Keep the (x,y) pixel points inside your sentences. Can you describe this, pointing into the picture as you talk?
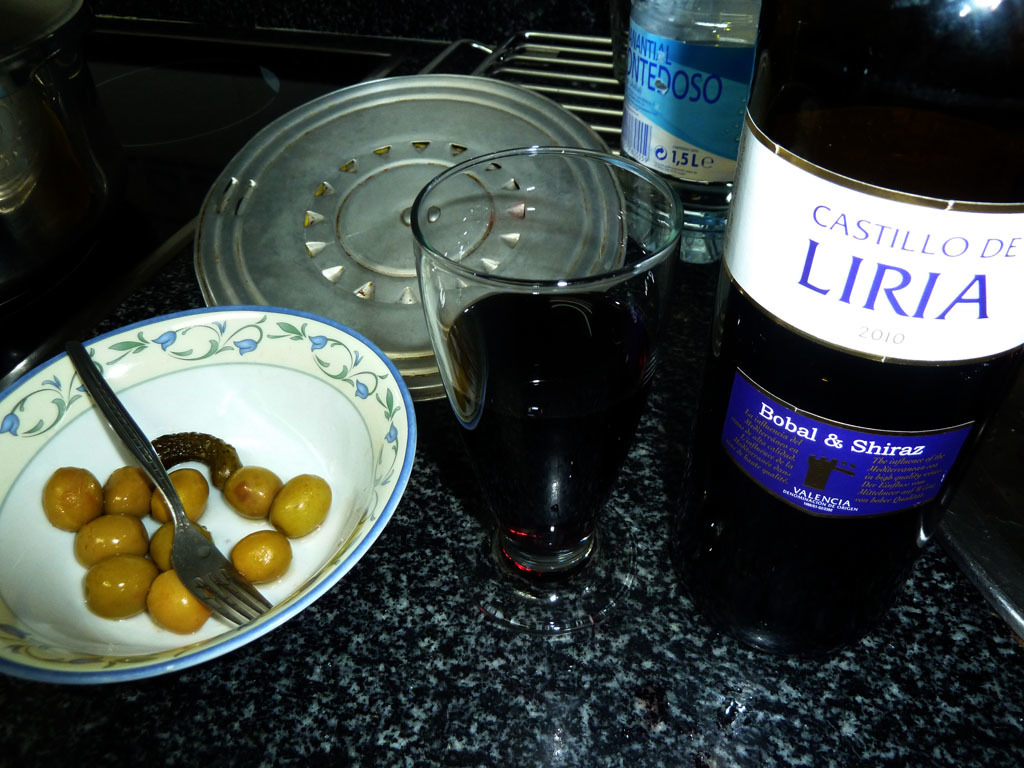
We can see bottles (885,287), glass (607,299) with drink (501,343) in it and a bowl (104,497) with food (122,499) and fork (138,441) in it on a kitchen platform (560,683).
